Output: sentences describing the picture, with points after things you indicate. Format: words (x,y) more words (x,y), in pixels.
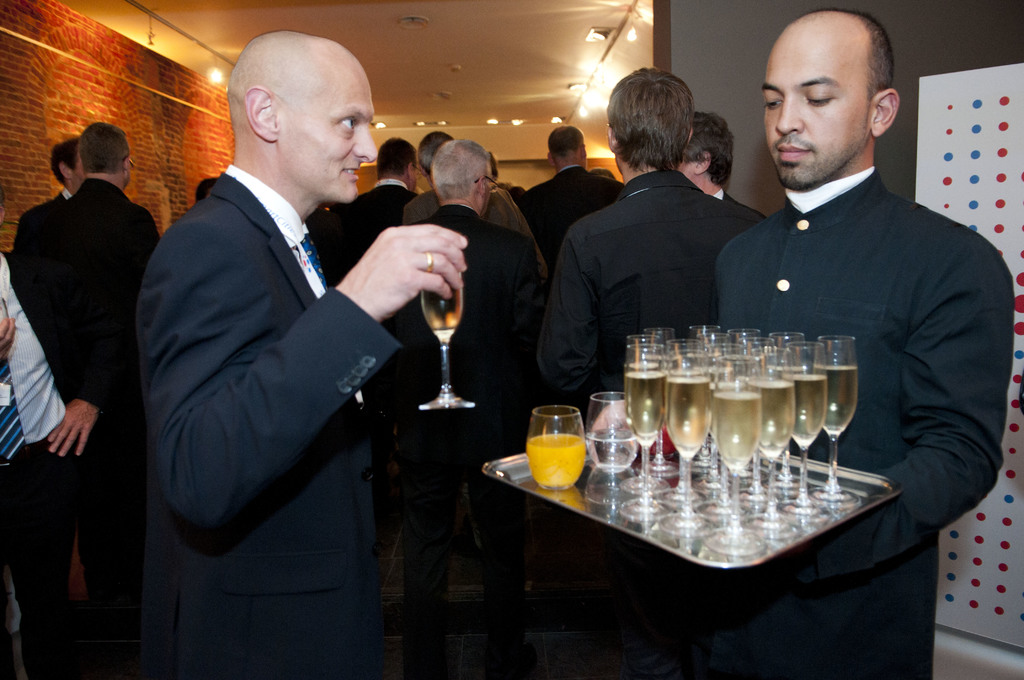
In this image there is a man (904,533) standing, holding a tray (514,476) in his hands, on that tray (519,458) there are glasses (630,420) in that glasses (637,419) there is liquid (653,427), in front of the man (781,323) there is a person (296,524) standing, holding a glass (432,302) in his hands (423,289), in the background (641,168) there are people (492,182) standing, on either side of the people (646,220) there are walls (683,79), at the top (618,51) there is a ceiling (512,85) and lights (598,66).
